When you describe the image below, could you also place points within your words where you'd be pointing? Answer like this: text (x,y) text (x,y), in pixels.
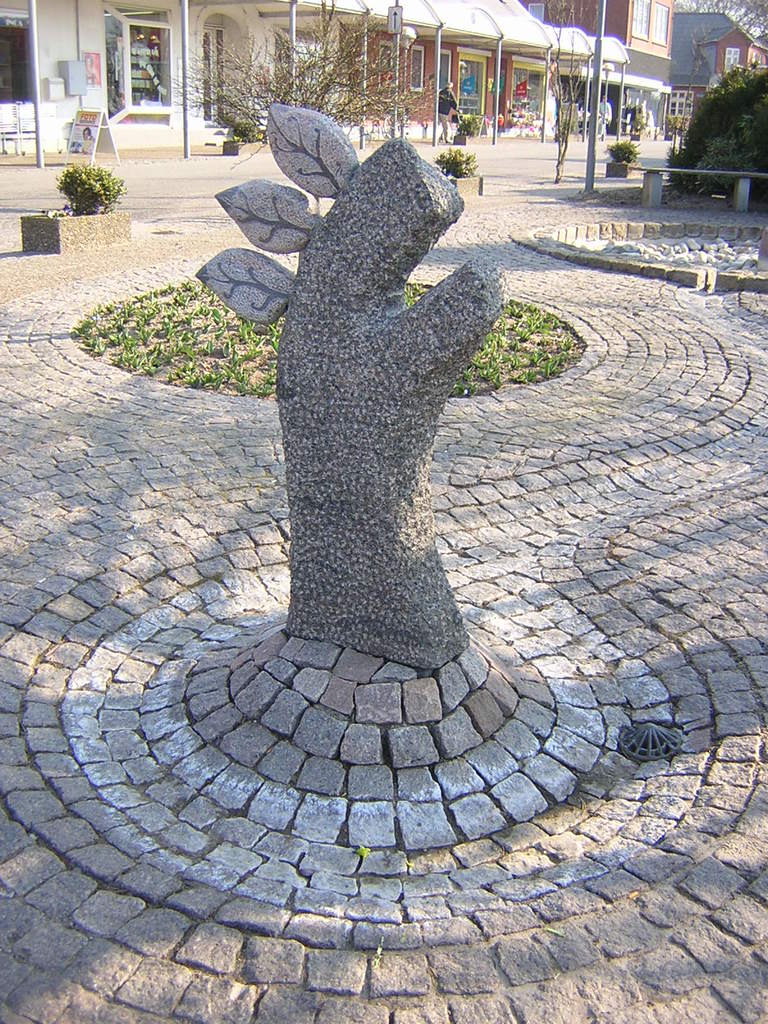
In this picture there is a statue (350,434) and there are few plants (706,126), buildings (621,108) and a person (443,93) in the background (510,97).
